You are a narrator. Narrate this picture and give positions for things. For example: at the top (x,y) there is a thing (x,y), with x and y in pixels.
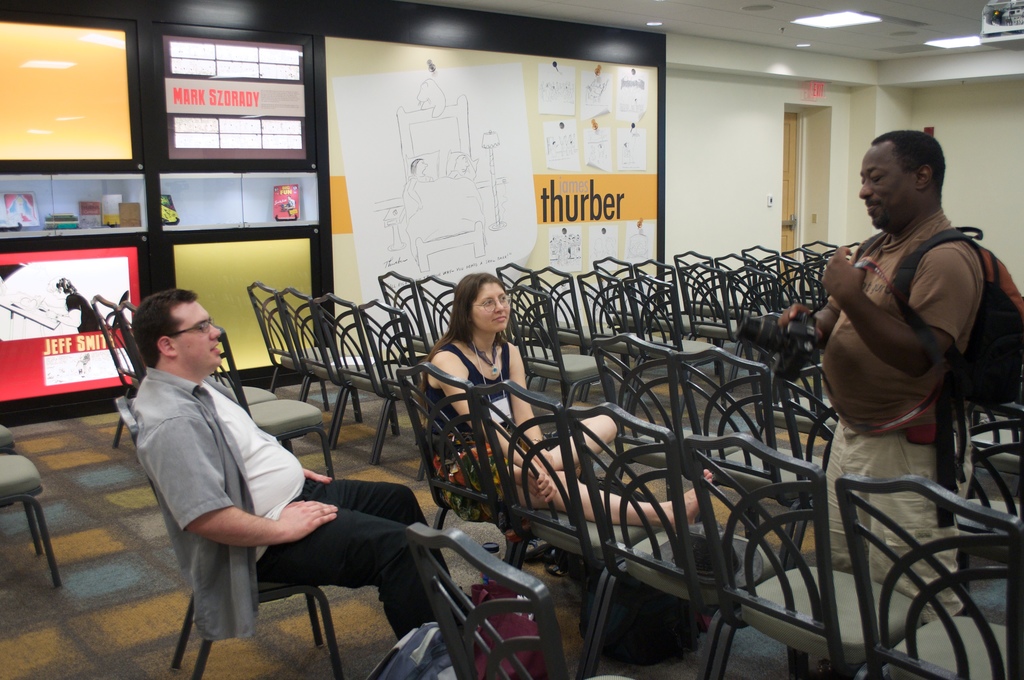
In this image I can see there are the number of chairs (587,307) kept on the floor (151,568) and there are two persons (205,455) sitting on the chairs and one person (832,456) standing in front of the chairs (749,487) and there is a wall (734,162) visible on the right side (705,164). and there is a light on the roof (845,51) visible. And there is a door (787,189) on the right side (791,163).
